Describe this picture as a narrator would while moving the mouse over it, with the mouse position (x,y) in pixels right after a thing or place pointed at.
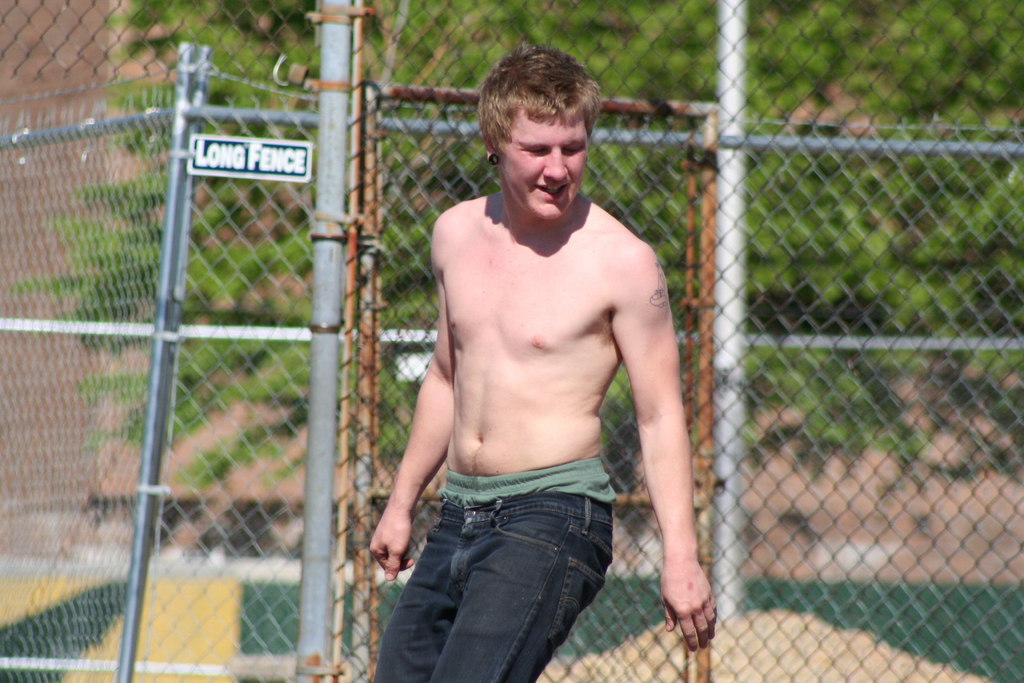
In this picture there is a man (512,155) who is standing in the center of the image (470,245) and there is a net boundary (465,90) and trees (477,140) in the background area of the image (149,351), there is a sign pole (160,452) on the left side of the image (152,462).
